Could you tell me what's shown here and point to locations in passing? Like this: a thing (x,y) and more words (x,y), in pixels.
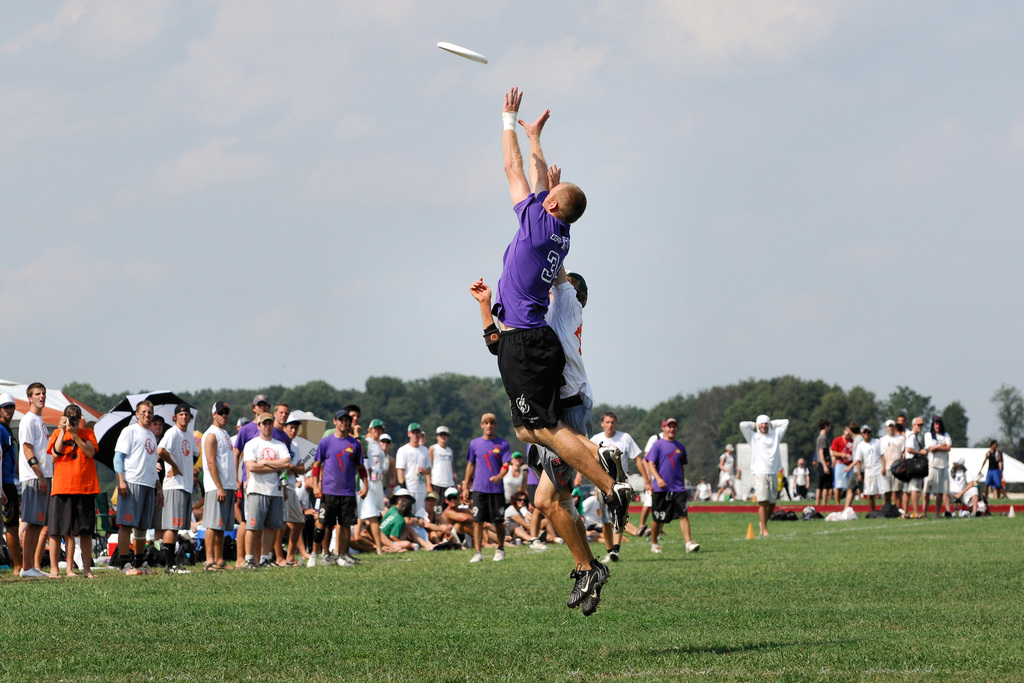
In this image we can see two people (519,334) are playing sports with one object (466,52). And surrounding people (217,420) are watching them and one person (51,467) is holding the camera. And bottom we can see grass (26,641). And in background (164,376) we can see some trees (799,410) and clouds (241,142) in the sky (505,70).
